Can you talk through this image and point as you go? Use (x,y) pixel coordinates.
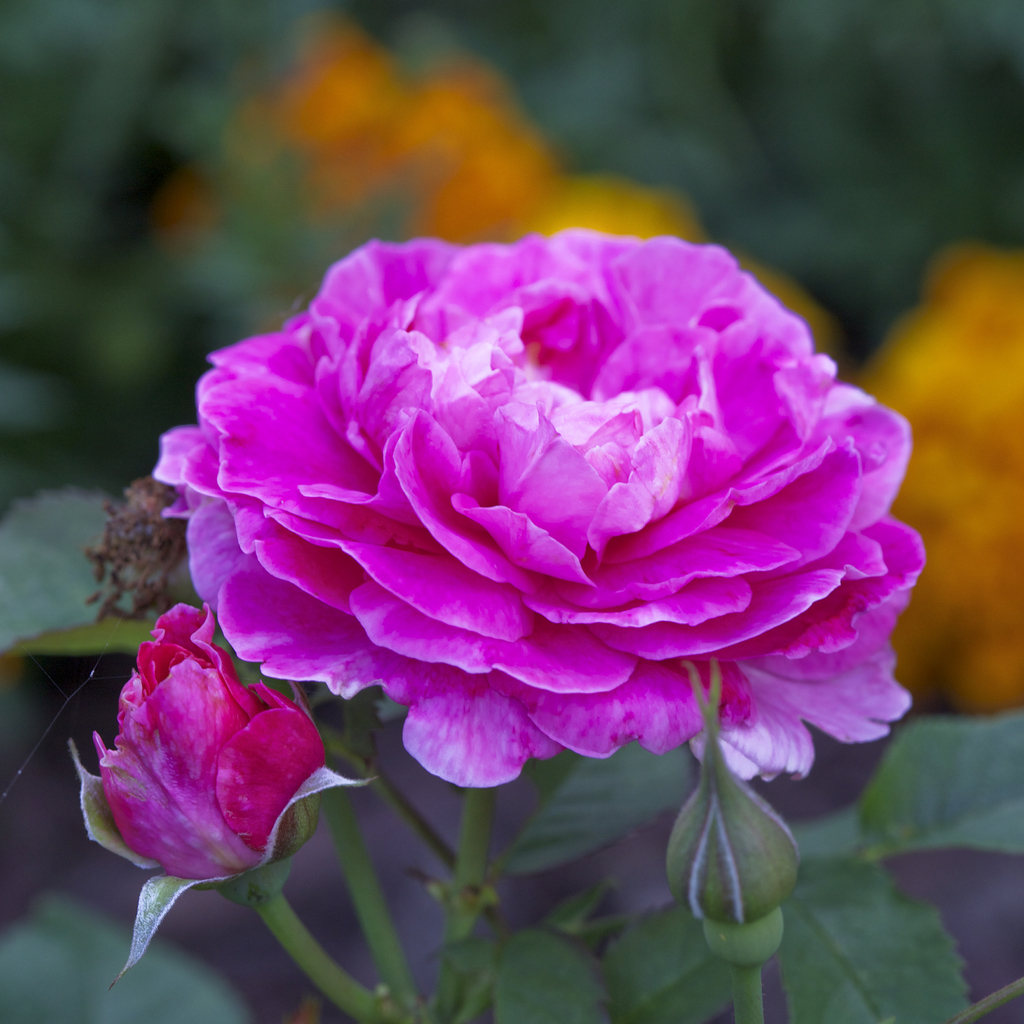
In this image we can see a rose (450,771) and a bud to the stem (456,903) of a plant (433,885).
